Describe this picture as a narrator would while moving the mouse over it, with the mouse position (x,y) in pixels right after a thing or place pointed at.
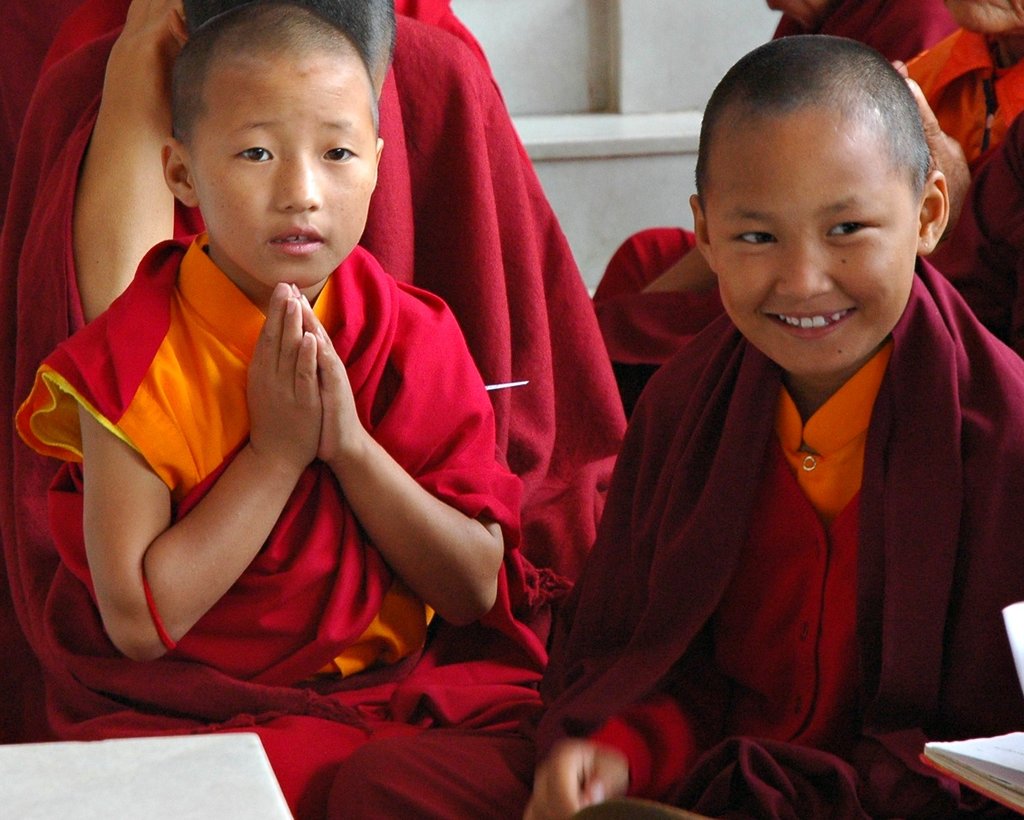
This 2 kids (844,535) sat on floor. This boy (399,473) hold his hand (319,433) together and wore red color dress (355,391). This boy (701,563) smiles and wore red color dress (775,564). In-front of this boy (941,669) there is a book (969,742). Wall (716,20) is in white color. Backside of this 2 kids (330,425) few people (1001,98) are sitting.
